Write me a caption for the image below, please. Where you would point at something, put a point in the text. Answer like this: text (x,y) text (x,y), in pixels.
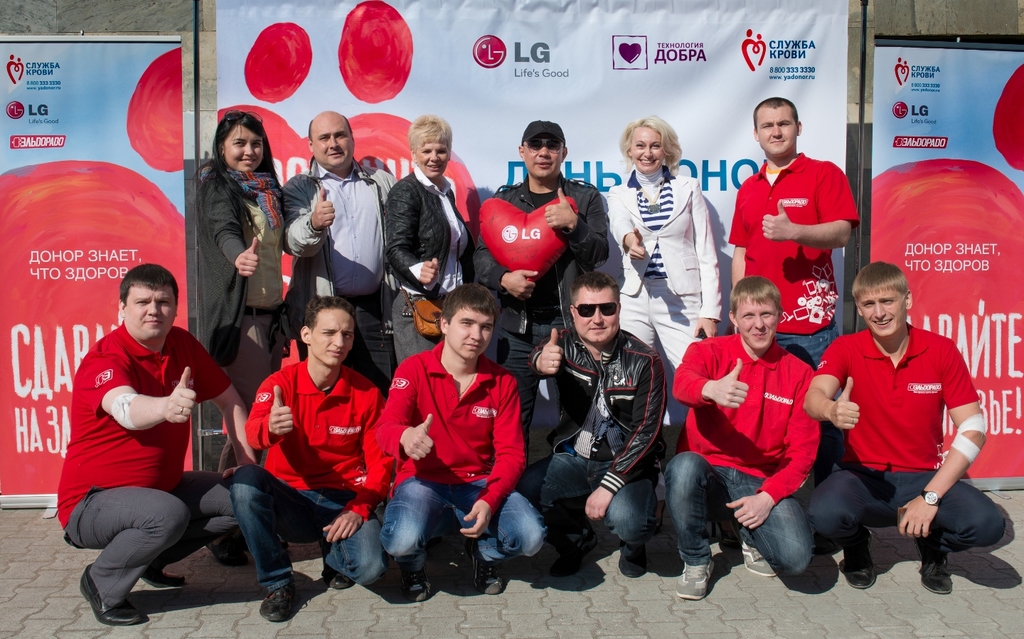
In this picture I can see a group of people (609,370) in the middle (608,424). In the background (356,150) there are banners (983,180).
